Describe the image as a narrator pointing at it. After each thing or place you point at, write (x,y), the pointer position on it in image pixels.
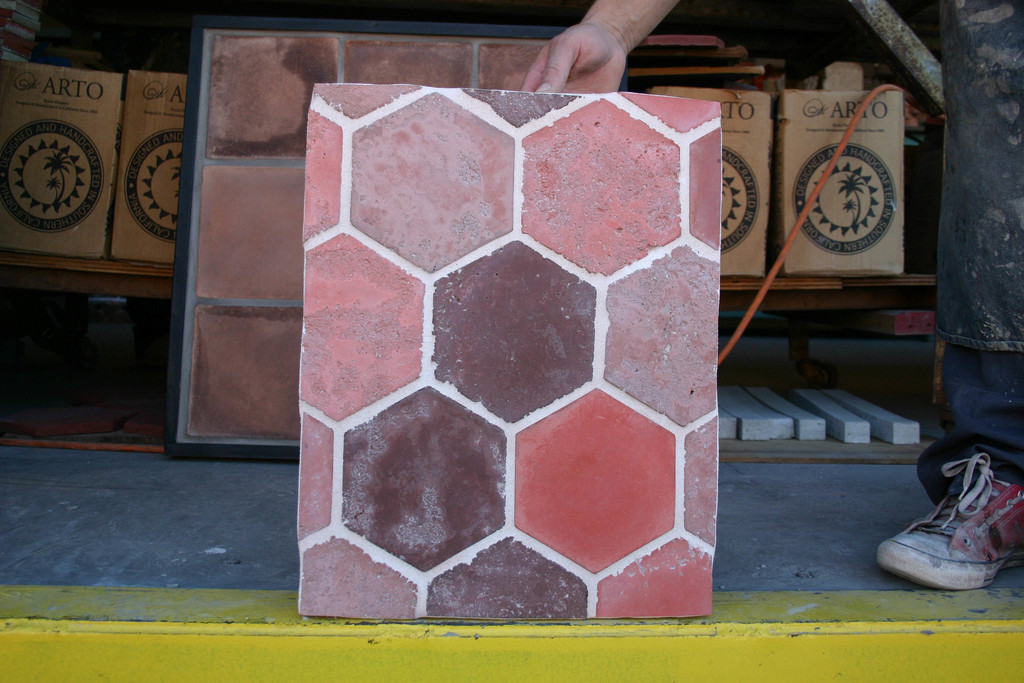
In this picture there is a man (1020,260) holding the object (669,209). At the back (858,289) there are cardboard boxes (169,178) and there are objects (235,176). At the bottom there are objects (844,420) on the floor (92,530). In the foreground (205,648) there is a yellow color painting (356,664) on the wall (292,637).
